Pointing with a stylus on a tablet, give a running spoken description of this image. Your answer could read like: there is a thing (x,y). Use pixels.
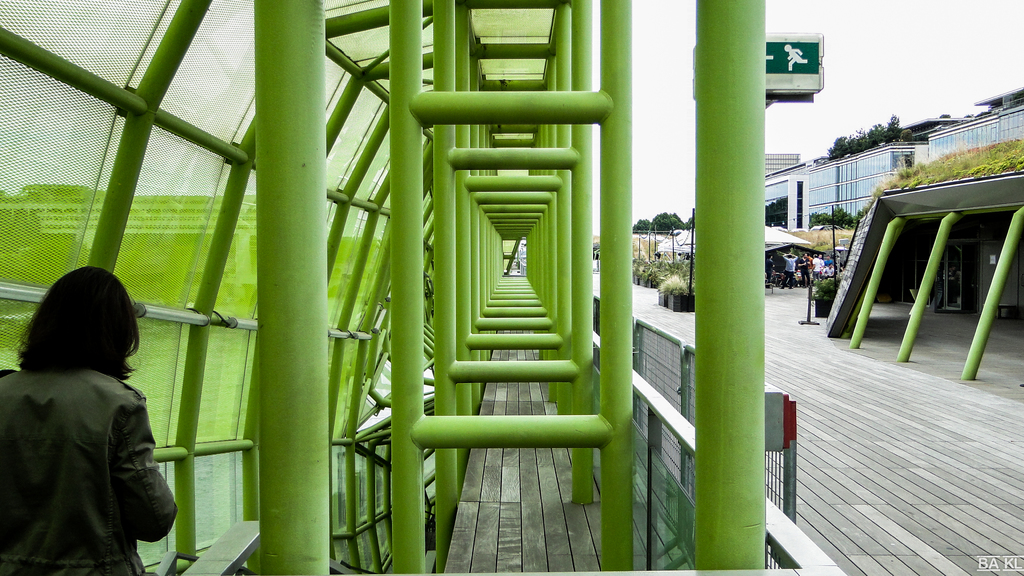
In this image we can see few metal rods (487,251), a person (101,416) standing near the fence (180,394), there is railing (653,330), few plants (676,279), people (822,257) standing on the floor (804,347), few trees (670,216), buildings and the sky (671,89) in the background (830,98).
